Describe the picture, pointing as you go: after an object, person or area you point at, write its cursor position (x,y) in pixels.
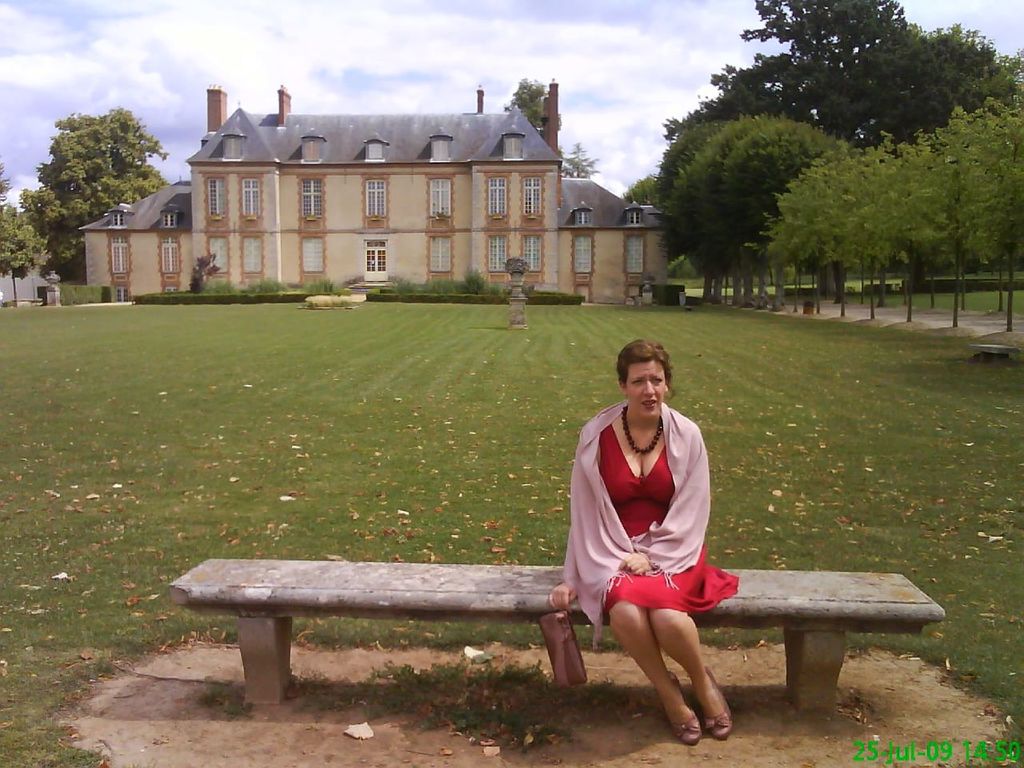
In this image I can see a woman (649,504) sitting on bench (469,565) in the foreground (691,430), in the background (858,222) there are some trees (743,161), building (458,181), the sky (68,59) visible.
